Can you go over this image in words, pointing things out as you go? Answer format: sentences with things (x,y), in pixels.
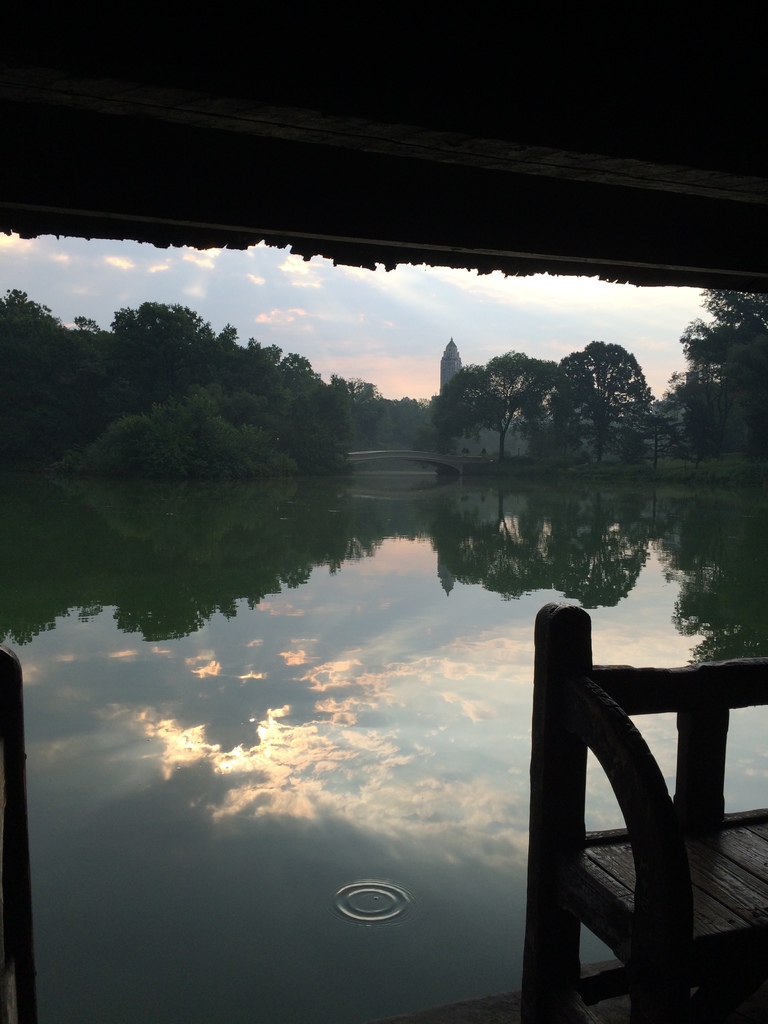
In this picture, it seems like a wooden boundary (541,664), a roof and water surface (342,616) in the foreground (478,582), there are trees (567,408), tower (447,357) and the sky (428,293) in the background (410,307).
